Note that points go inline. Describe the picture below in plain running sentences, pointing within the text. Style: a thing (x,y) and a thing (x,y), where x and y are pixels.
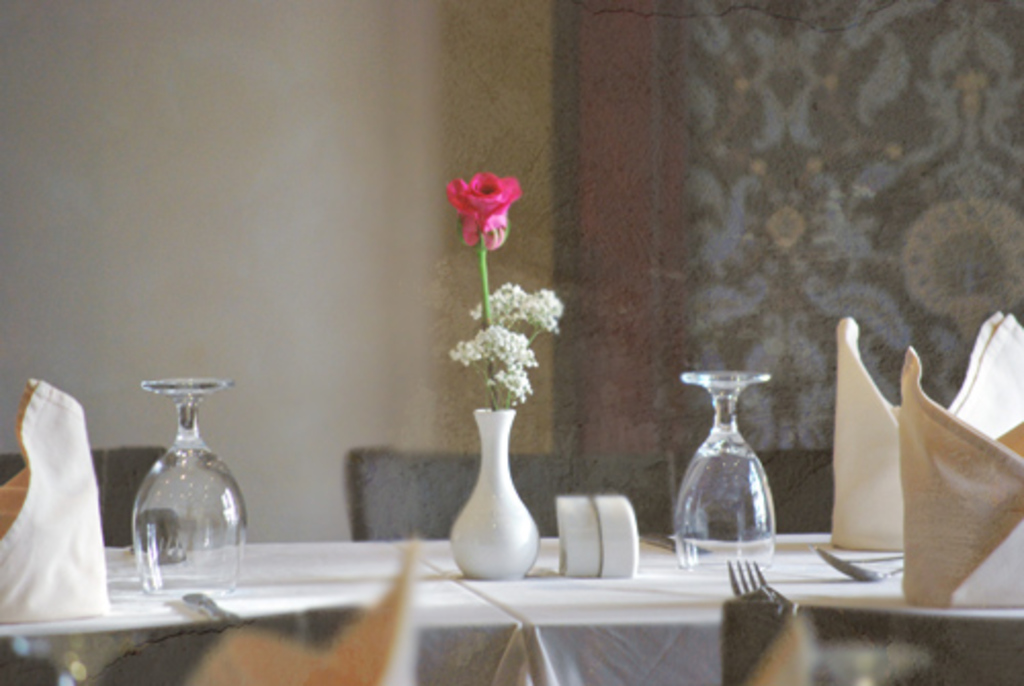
In the picture we can see a table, on the table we can see a glasses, flower vase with flower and tissues (78,559) and we can also see some chairs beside the table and in the background (679,305) we can see a wall (339,250) with a wooden frame painting (824,149).
